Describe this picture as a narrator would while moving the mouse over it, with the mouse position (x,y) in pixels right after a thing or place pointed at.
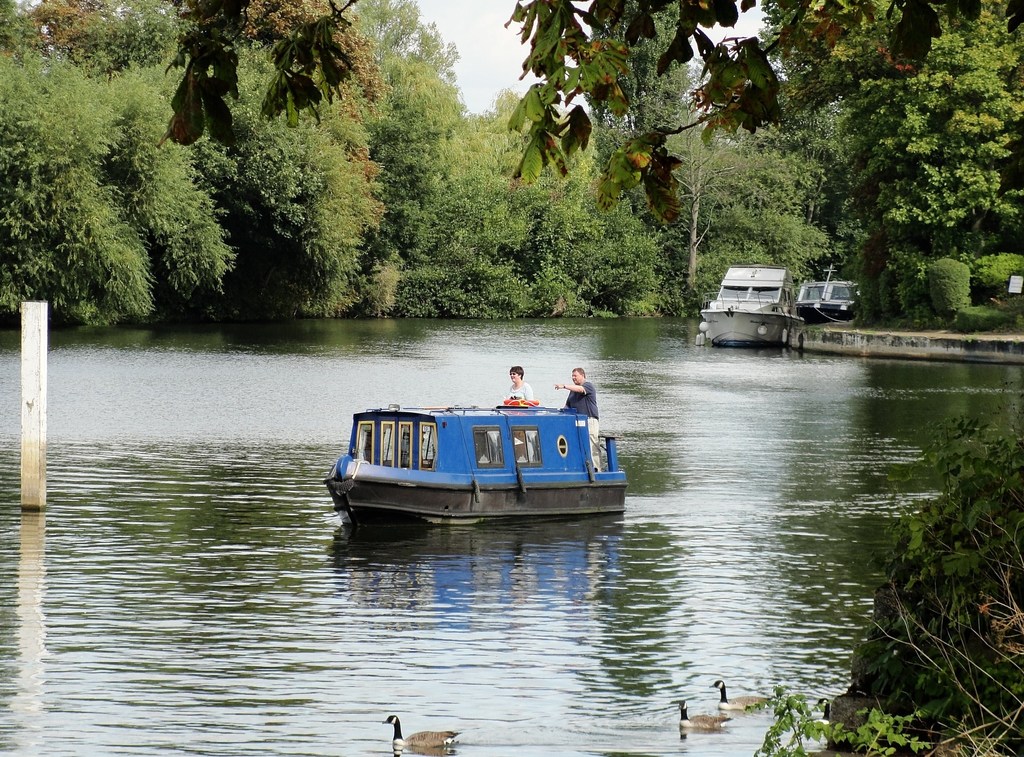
In this picture we can see water (684,734) at the bottom (633,707), there are three boats (467,487) in the water (610,363), we can see two persons (567,403) in this boat (347,474), in the background (129,100) there are some trees (728,155), we can see the sky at the top of the picture (576,18), there are three ducks (722,723) at the bottom (746,705).
